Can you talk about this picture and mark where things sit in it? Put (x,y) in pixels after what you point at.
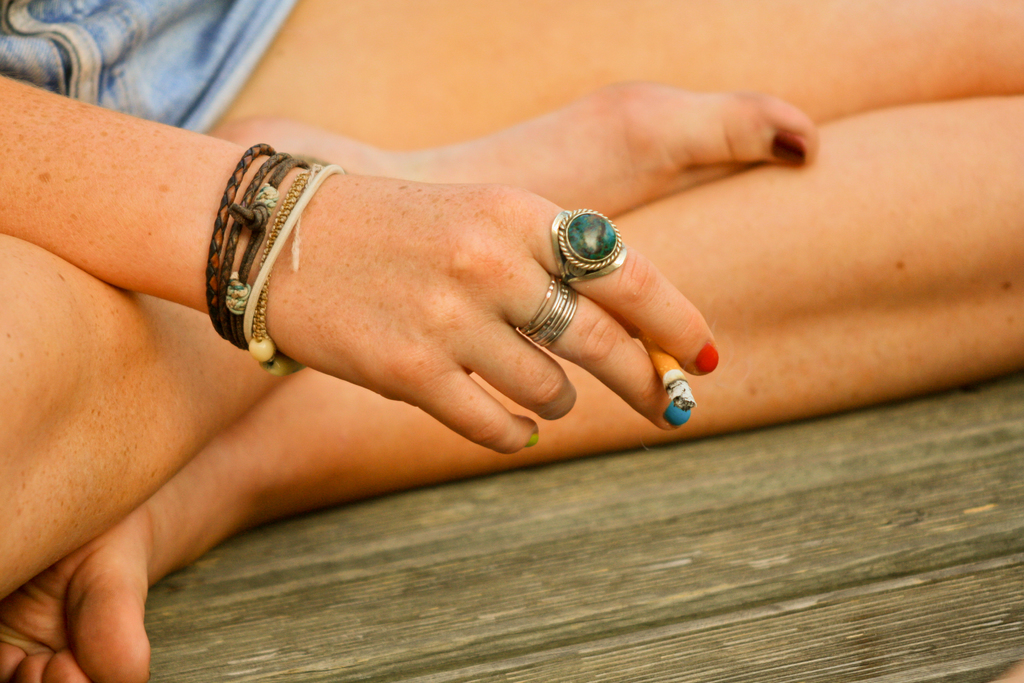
In this image I can see a person hand (377,285) and the legs (695,238). I can see two rings (600,227) on the fingers (542,291).
